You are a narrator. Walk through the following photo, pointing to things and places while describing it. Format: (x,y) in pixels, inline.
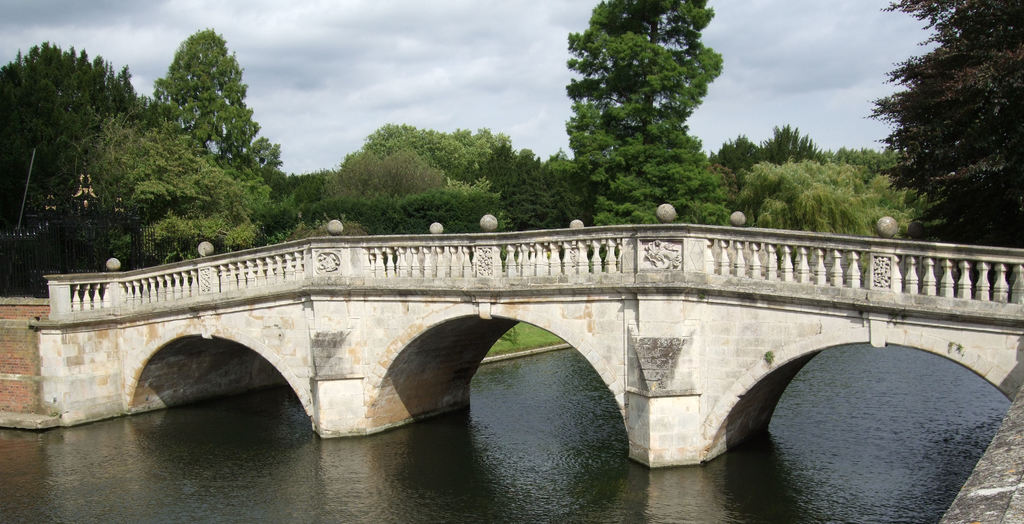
In this image, I can see a bridge (149,322), which is across the canal (175,443). On the left side of the image (72,233), I can see the iron grilles (83,257). In the background (159,179), there are trees (856,188) and the sky (554,94).
